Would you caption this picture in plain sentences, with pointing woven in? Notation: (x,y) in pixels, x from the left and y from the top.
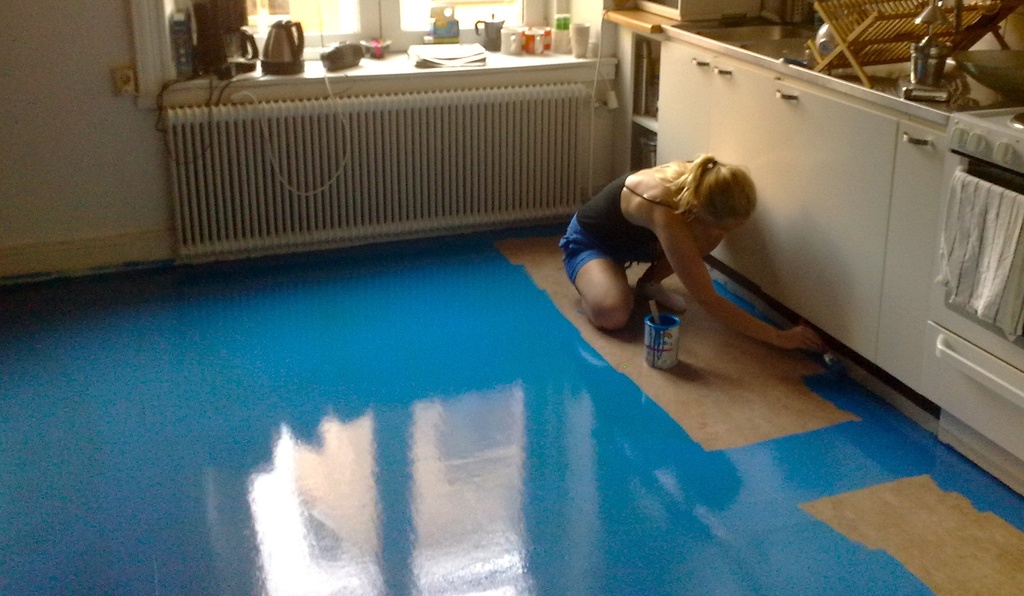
In this image I can see a woman (674,302) wearing a black color t-shirt (625,231) and she doing a painting (358,370) on the floor (321,374) and I can see a painting box (654,344) kept on the floor (716,453) at the top (204,85) I can see table (260,62), on the table (216,80) I can see jar (270,44), telephone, papers (455,59), bottles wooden stand (878,39) kept on the table (800,33).
